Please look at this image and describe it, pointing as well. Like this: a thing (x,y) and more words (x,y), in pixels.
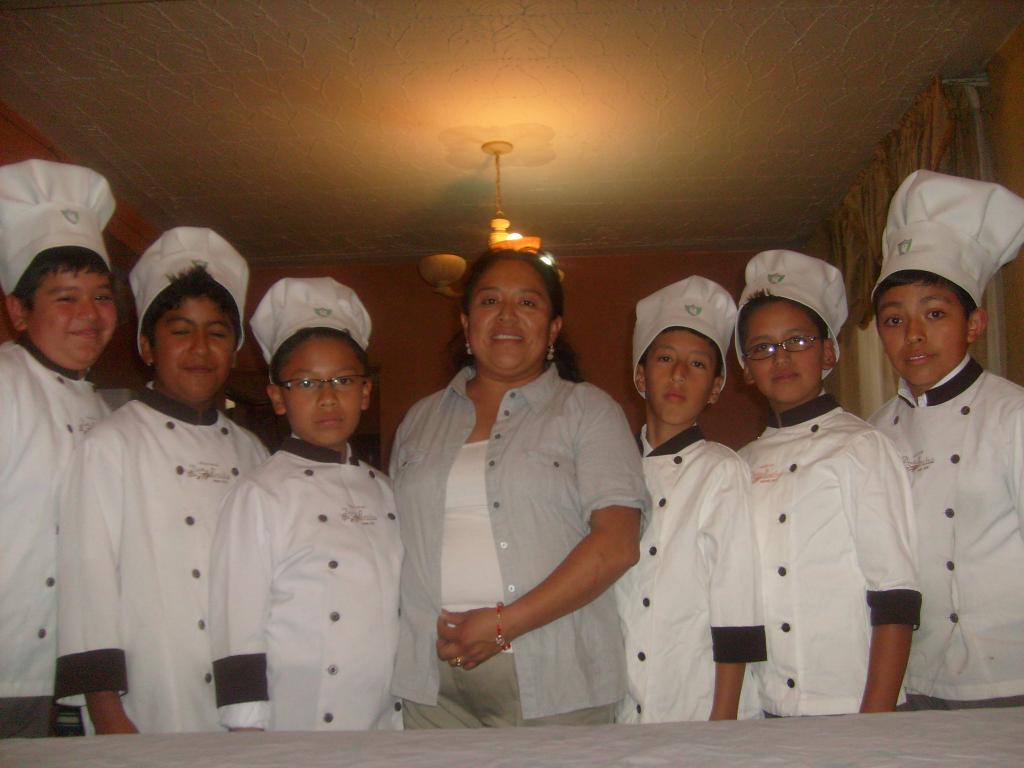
In this image there are group of people (462,475) who are wearing hats (777,263), and at the bottom (930,731) it looks like a table (475,737). And in the background (437,263) there is a wall (581,263) and some objects (882,186), at the top (420,79) there is ceiling (458,188) and some object (457,259) and it looks like a chandelier (520,243).
